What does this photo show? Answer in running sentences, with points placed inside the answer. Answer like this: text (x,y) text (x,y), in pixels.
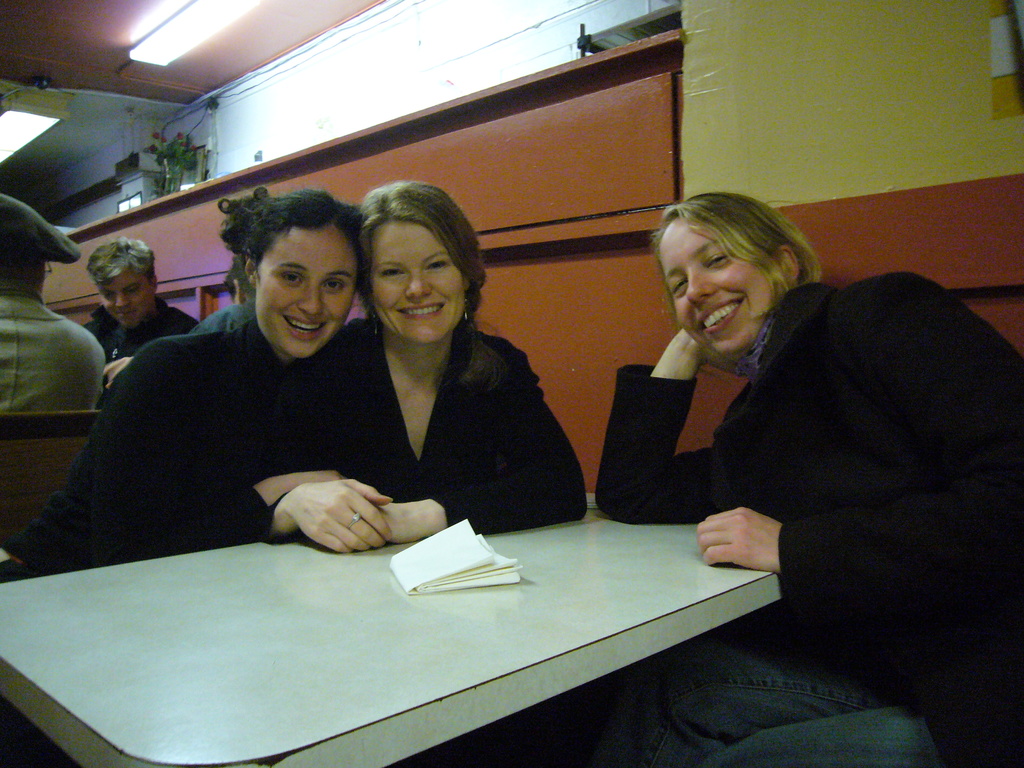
In this image I see 3 women (937,337) and all of them are sitting, I also see that they are smiling, in front (345,608) there is a table (335,591) and a kerchief (463,564) on it. In the background (89,208) I see 2 men (14,368), wall (123,230) and the light (28,129).
